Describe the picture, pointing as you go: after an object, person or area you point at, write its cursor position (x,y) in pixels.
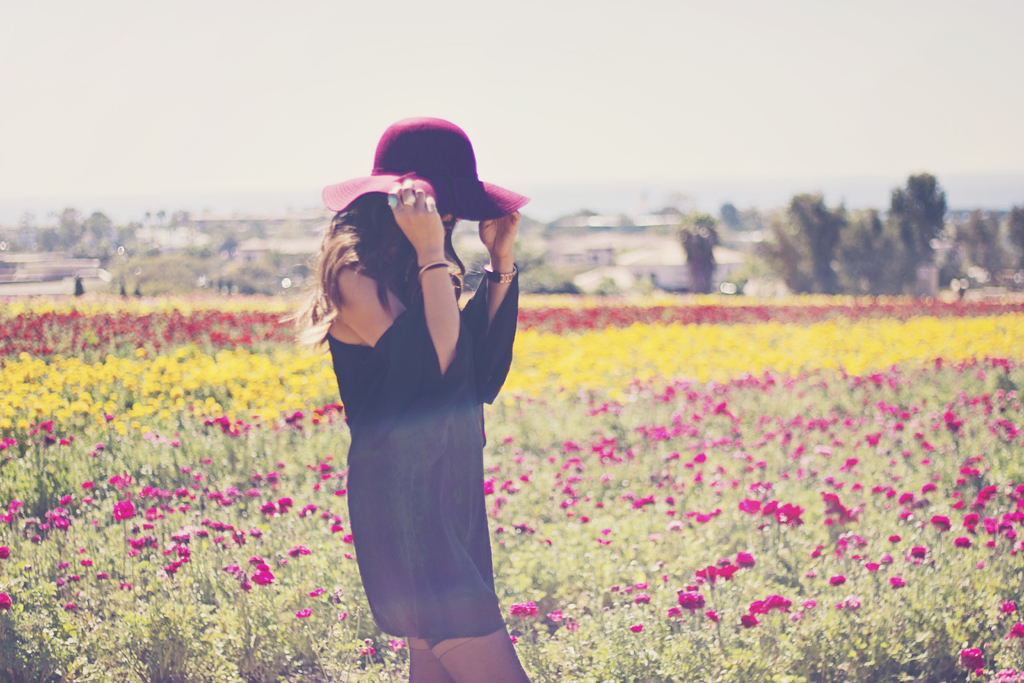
In this picture there is a woman (478,422) who is wearing hat (474,208), watch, black dress (438,441) and she is standing on the farm land (714,632). In the farmland (748,642) we can see yellow and red flowers (695,366). In the background (702,228) we can see buildings (679,268) and trees (1005,250). At the top (623,102) there is a sky (623,102).
